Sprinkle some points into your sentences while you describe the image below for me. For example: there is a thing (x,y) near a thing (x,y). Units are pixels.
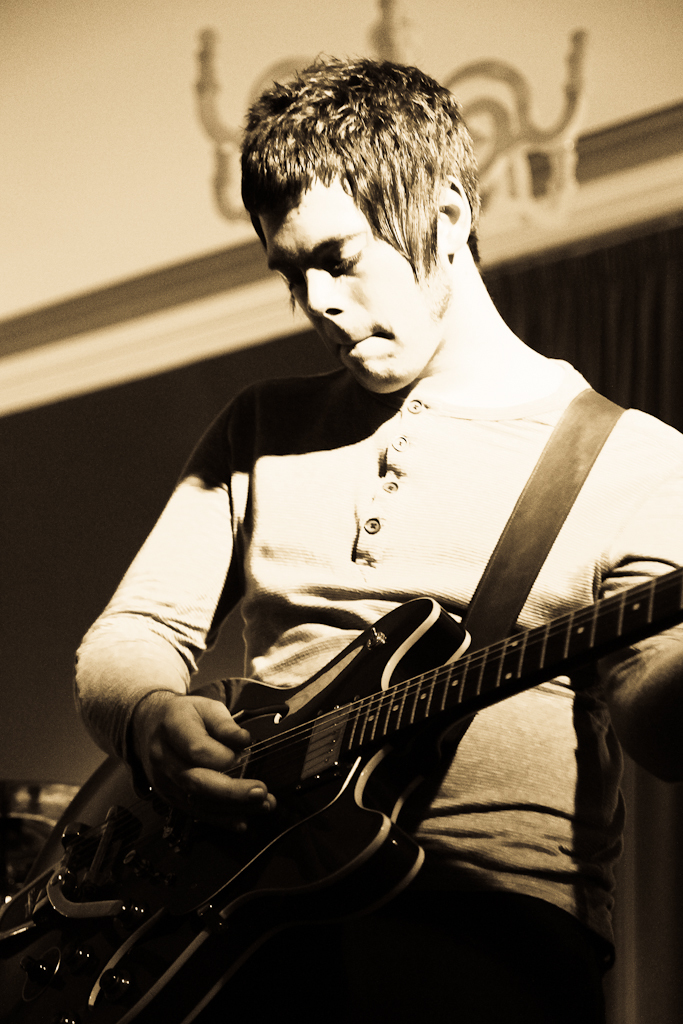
Front this person (408,986) is playing a guitar (369,725).
